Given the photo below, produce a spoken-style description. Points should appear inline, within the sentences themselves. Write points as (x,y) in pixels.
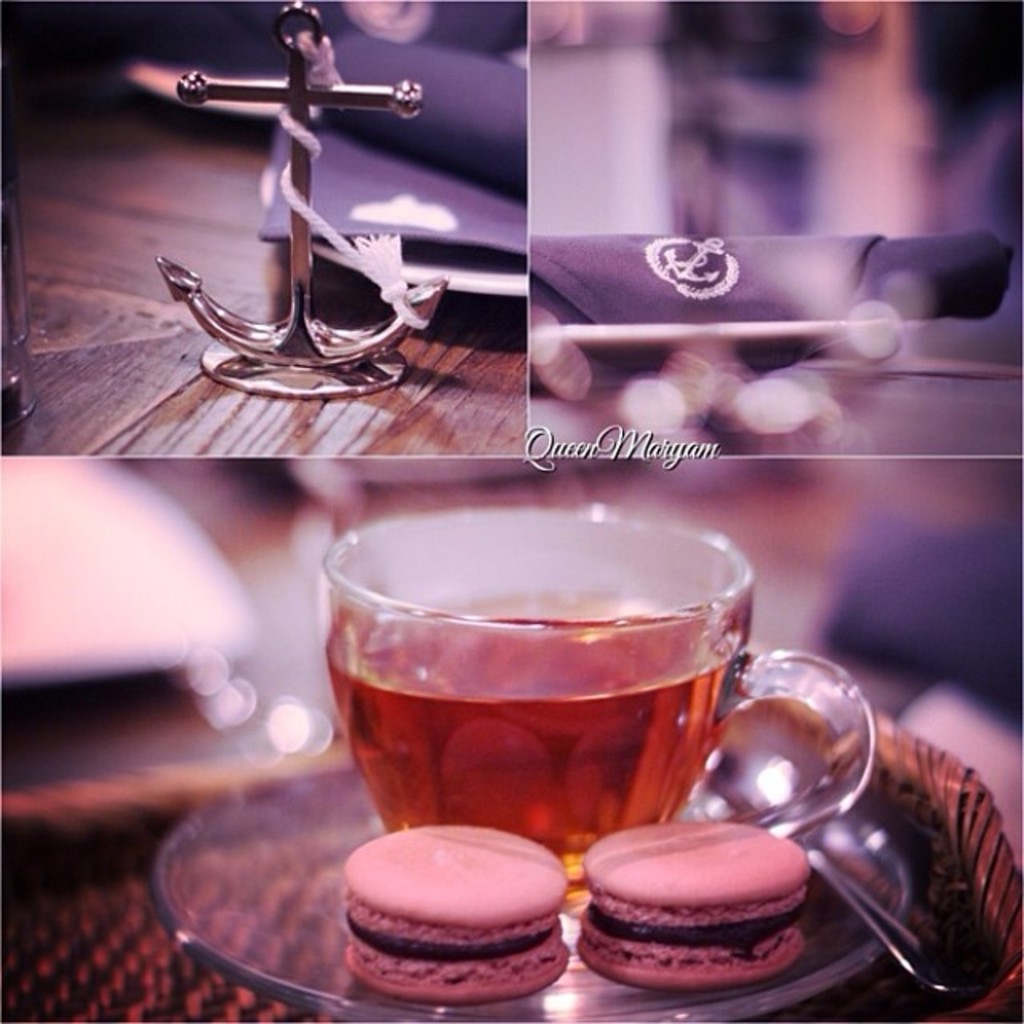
This is an edited image. Here is a cup (471,729) of tea (435,746) on the saucer (301,937), these are two cookies (447,940). This is the spoon (770,784). This is a anchor toy (305,329) which is silver in color placed on the wooden table (471,407). This is some other object (678,309) with an embroidery design (690,275) on it.
